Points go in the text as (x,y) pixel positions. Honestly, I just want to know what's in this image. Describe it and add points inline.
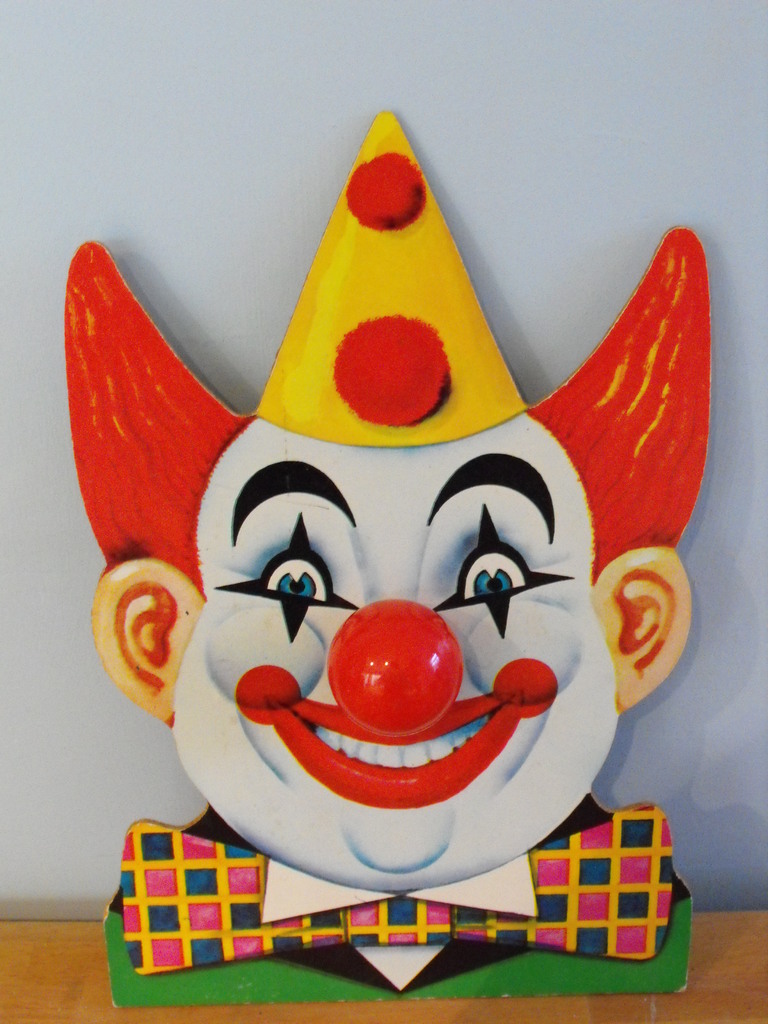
In this picture we can observe a face (370,634) of a clown (322,613) which is in white and red color. This face (386,444) is placed on the brown color desk (97,961). In the background (51,311) there is a wall (530,194).
